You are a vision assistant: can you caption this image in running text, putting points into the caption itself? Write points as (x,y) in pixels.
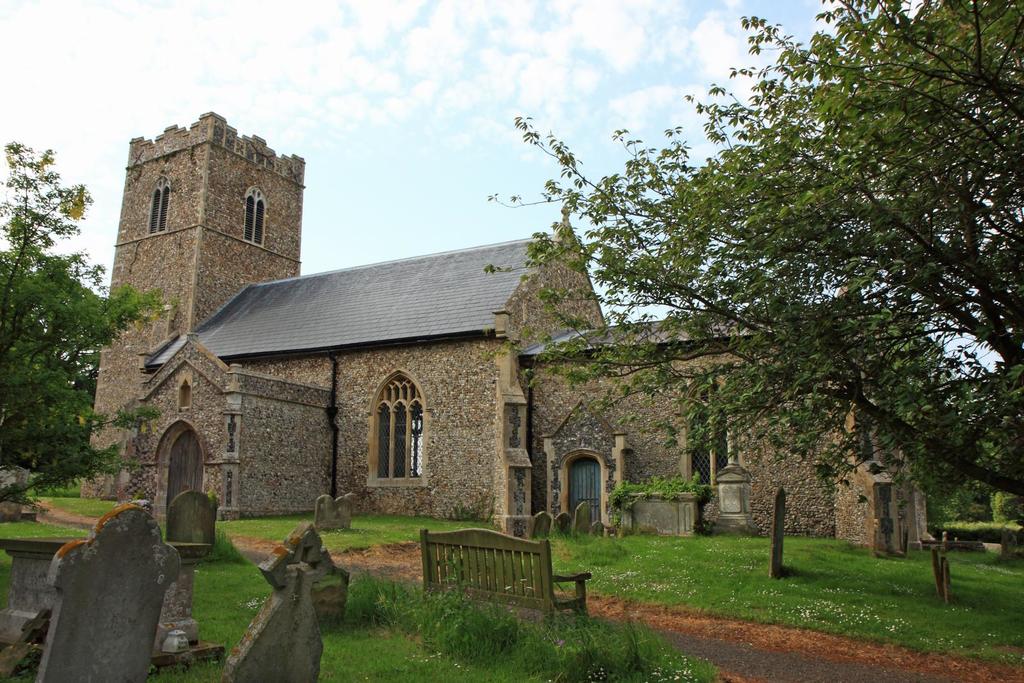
In this picture I can see there is a building (380,439), walkway (775,663), there's grass (414,595) on the floor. There are grave stones (266,667) and there are trees (43,428) at the left (70,492) and right side (1009,435). The sky (421,68) is cloudy.
